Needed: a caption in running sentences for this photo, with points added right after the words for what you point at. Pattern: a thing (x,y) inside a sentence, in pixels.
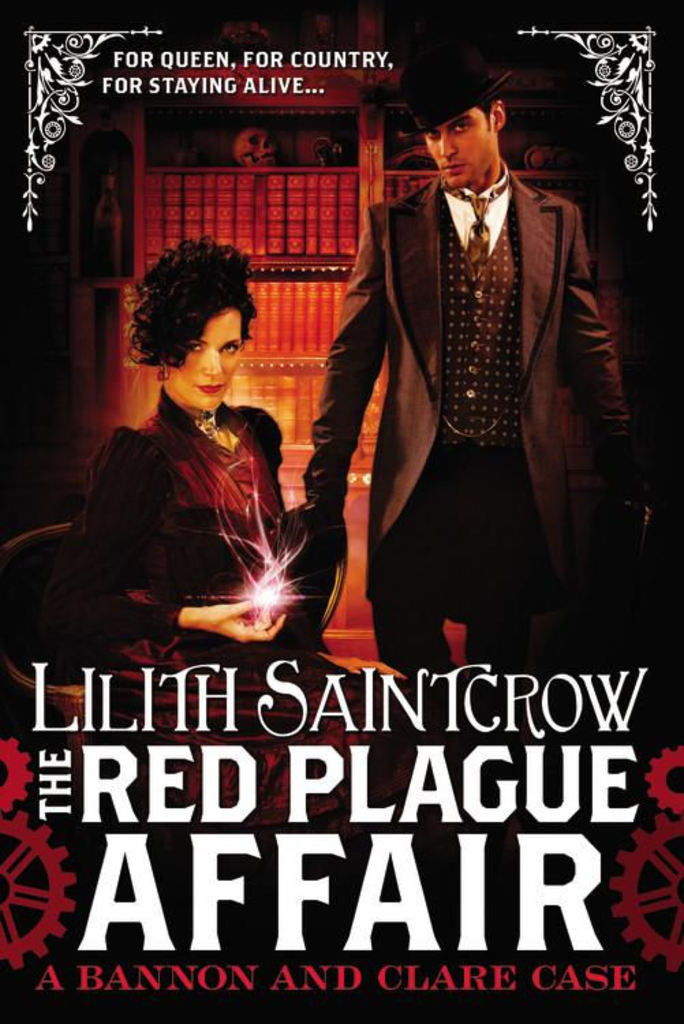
This is a poster. In this image there is a man (455,137) standing and there is a woman (131,707) sitting and holding the object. At the back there is a bottle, skull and device (335,146) in the cupboard (195,144). At the top (210,75) there is a floral design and there is a text (310,65). At the bottom (147,948) there is a text (338,896).
